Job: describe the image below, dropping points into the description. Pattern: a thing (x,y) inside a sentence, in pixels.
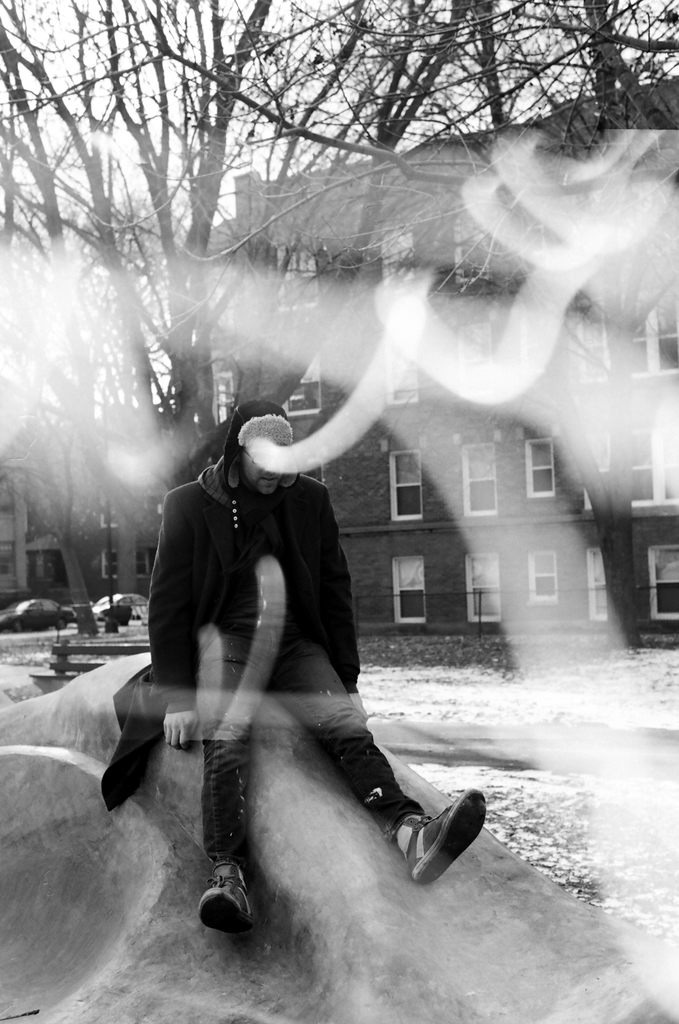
In this picture I can see a person (342,722) is sitting. The person (269,642) is wearing a jacket (207,612), pant (211,762) and shoes (215,872). In the background (282,354) I can see buildings (355,523), trees (158,311) and sky (141,192). This picture is black and white in color. On the left side (129,603) I can see vehicles (48,611).
